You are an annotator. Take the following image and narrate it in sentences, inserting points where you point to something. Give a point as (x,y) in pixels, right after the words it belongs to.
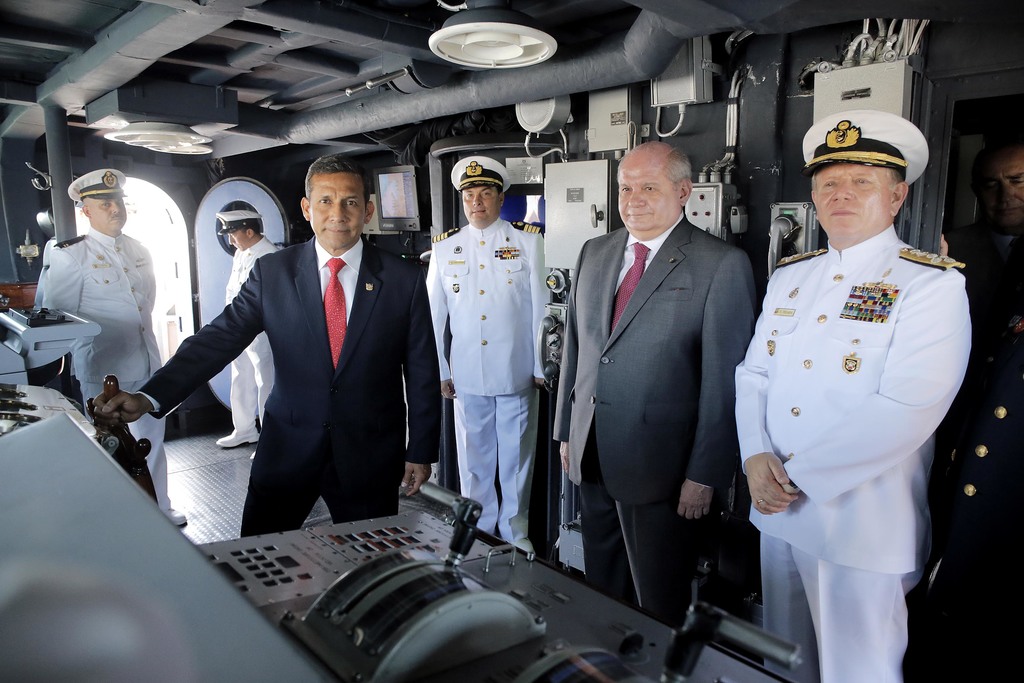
In this picture we can see some navy officers (820,513) wearing white dress (892,502) and cap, standing in the front (801,373). Beside there are two men (632,272) wearing suits (402,344), standing and giving a pose to the camera. Behind we can see the inside view of the ship (356,113). In the front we can see some buttons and gear lever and on the top ceiling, we can see some duct pipes (488,91).
